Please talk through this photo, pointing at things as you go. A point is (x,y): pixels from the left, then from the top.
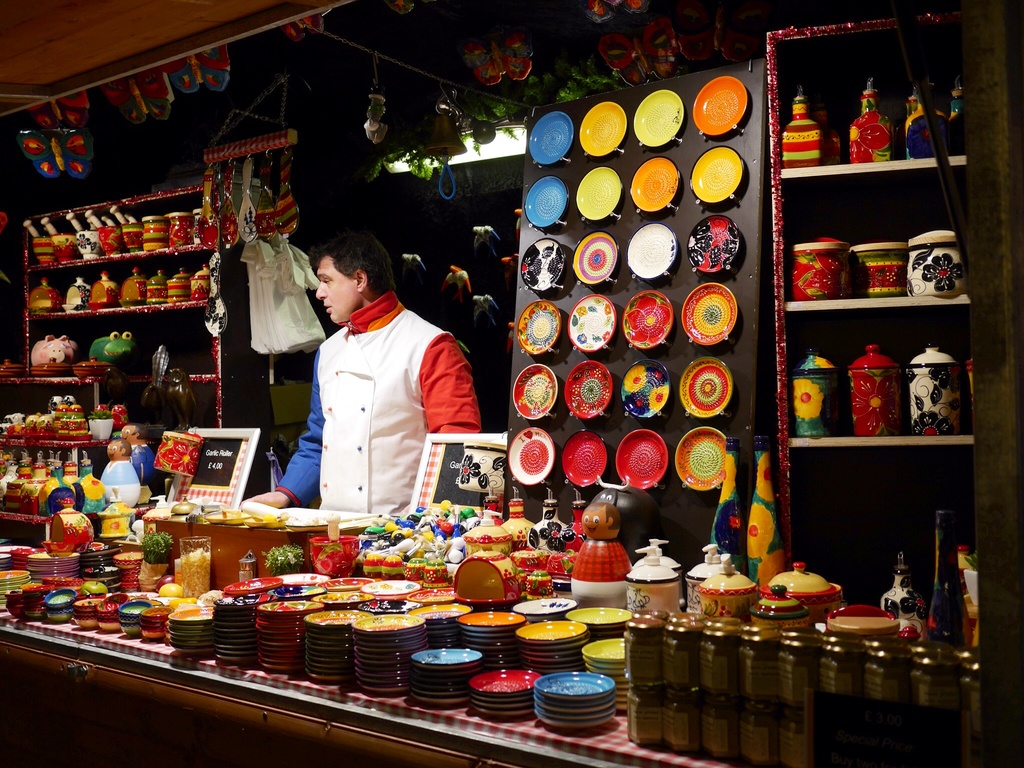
This is the picture of a place where we have a person (388,454) who is standing in front of the table (131,755) on which there are some things (448,541) arranged and behind there are some shelves (64,448) in which there are some things (44,346) arranged.
